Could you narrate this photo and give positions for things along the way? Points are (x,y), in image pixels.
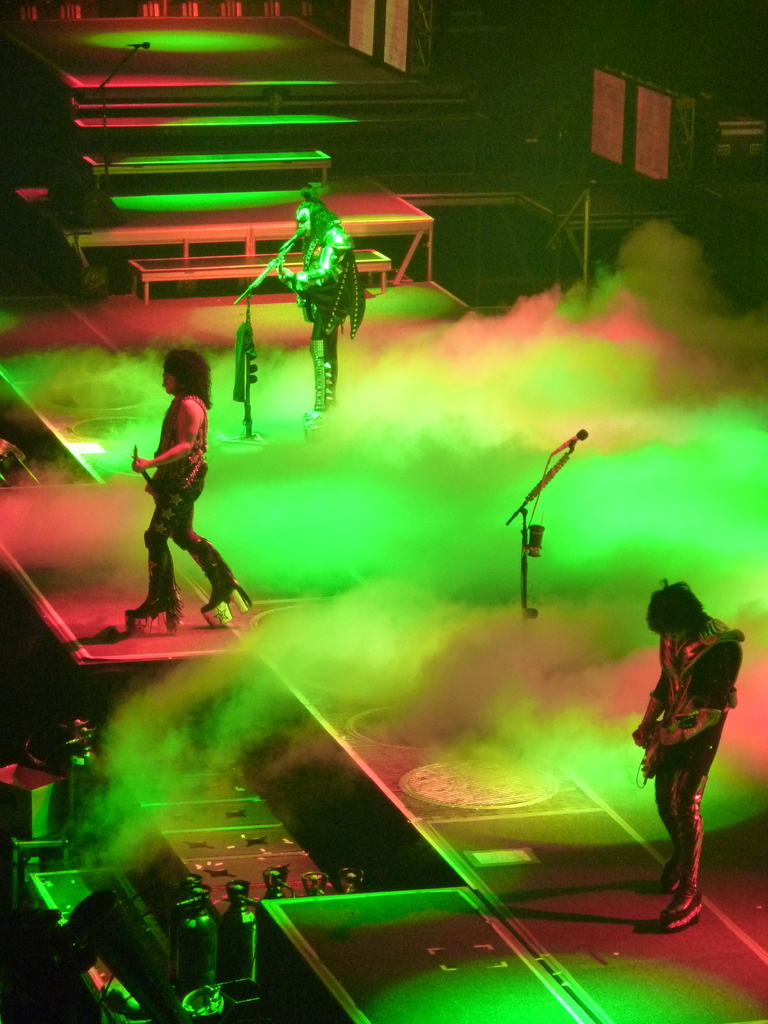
In this image I can see the stage (508,830) and few lights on the stage (540,869) which are green, red and pink in color. I can see few microphones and few persons (185,414) standing and holding musical instruments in their hands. In the background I can see few benches (321,155), few microphones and some other equipment (600,114).
